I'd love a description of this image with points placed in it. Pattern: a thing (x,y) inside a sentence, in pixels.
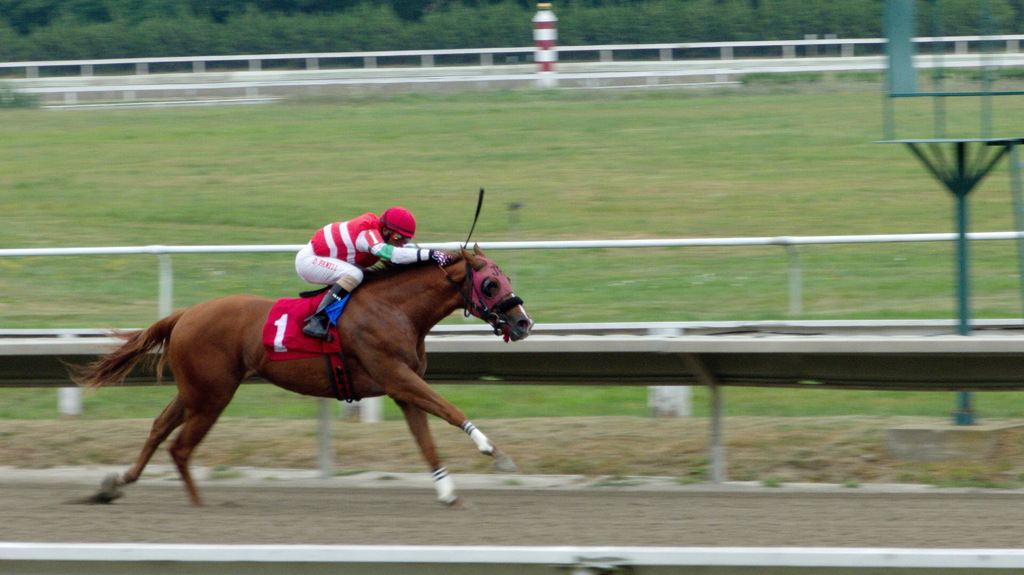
In this image there is a man (378,259) who is riding the horse (341,335) in the ground (365,495). Beside the horse (371,338) there is a fence (747,351). In the ground (423,153) there is grass (340,152). In the background (301,12) there are trees (694,13).
